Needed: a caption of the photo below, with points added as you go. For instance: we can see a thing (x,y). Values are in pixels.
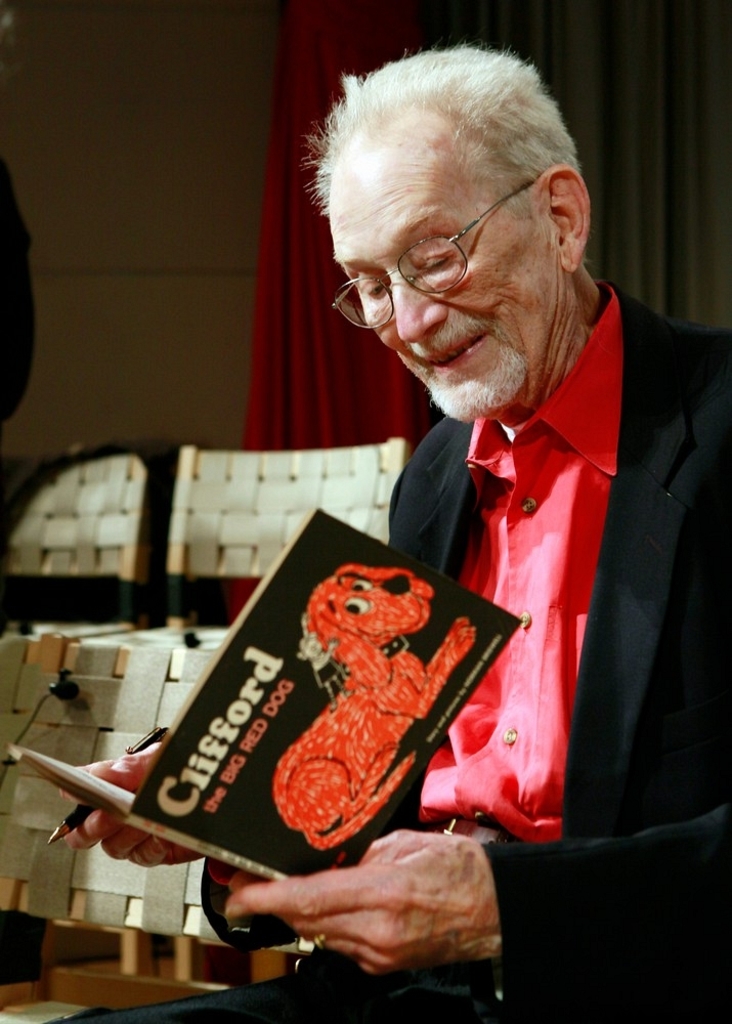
On the right side of the image (618,698) we can see person (417,535) sitting on the chair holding a pen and book (241,861). In the background (269,87) we can see chairs (34,534), curtain (266,379) and wall (143,206).
